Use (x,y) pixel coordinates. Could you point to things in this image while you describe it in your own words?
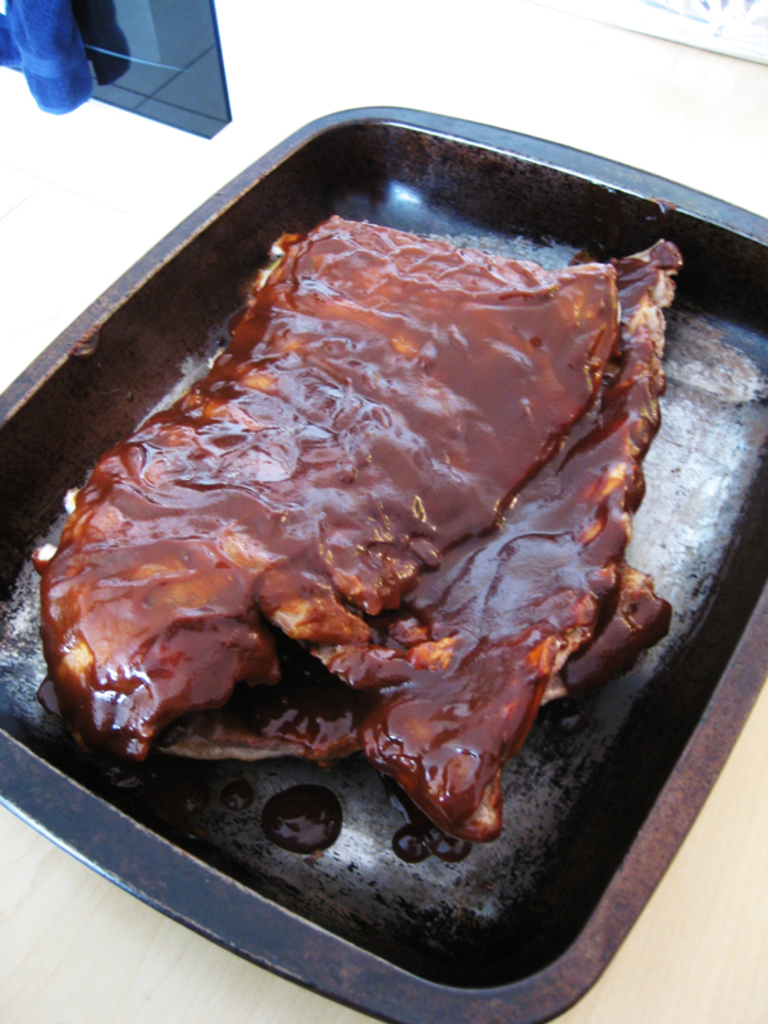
In the picture we can see a tray (659,744) in that we can see a meat pieces (491,690) placed in it and beside the tray (672,819) we can see a glass substance (203,80) which is placed and some blue color substance (51,103) on it.
